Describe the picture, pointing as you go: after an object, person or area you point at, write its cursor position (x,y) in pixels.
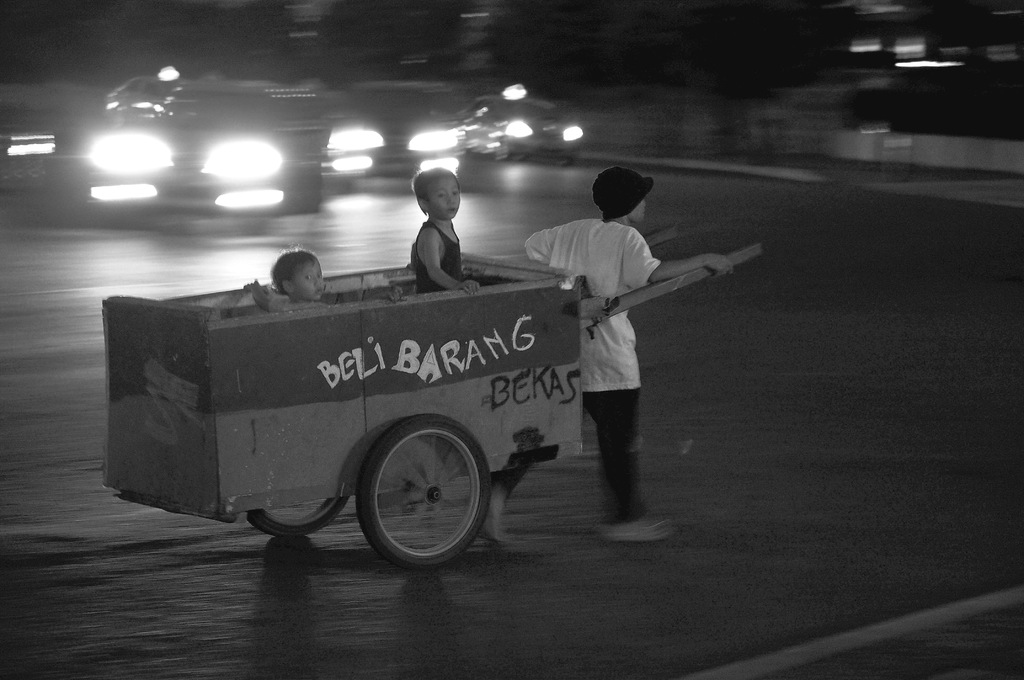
In the picture I can see vehicles (277,186) on the road (524,498) and a person (586,341) is dragging an object (506,369). On this object (495,268) I can see children (451,268). This picture is black and white in color.
